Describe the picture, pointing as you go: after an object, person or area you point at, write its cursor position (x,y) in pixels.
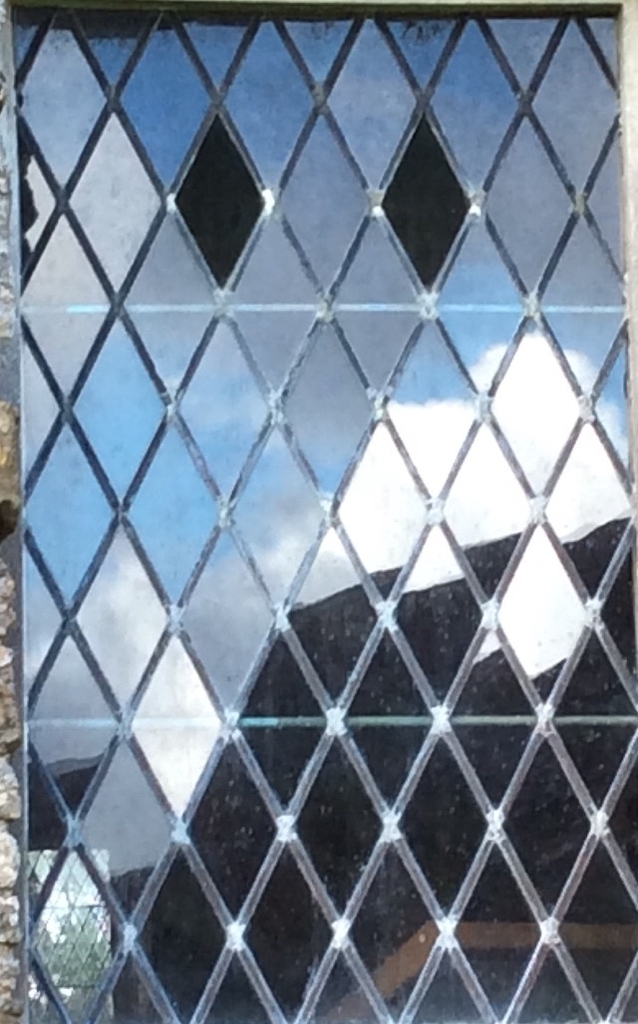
In this picture there is a glass window (176,804) and there is a reflection (587,458) of a house (351,887), tree (38,1008) and sky (144,517) and clouds (437,489) on the mirror (366,430). On the left side of the image (4,975) there is a wall (1,529).
